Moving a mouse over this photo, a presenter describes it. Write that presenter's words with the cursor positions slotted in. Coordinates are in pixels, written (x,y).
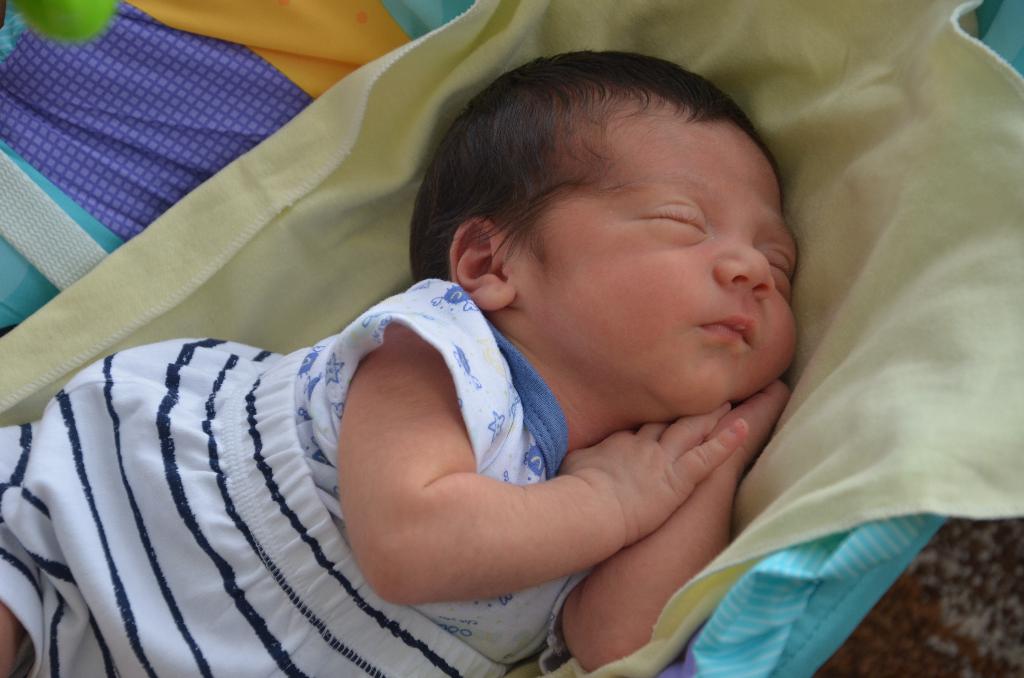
In this image there is a baby (506,322) sleeping on the blanket (682,23), and in the background (256,22) there are clothes (31,116).
